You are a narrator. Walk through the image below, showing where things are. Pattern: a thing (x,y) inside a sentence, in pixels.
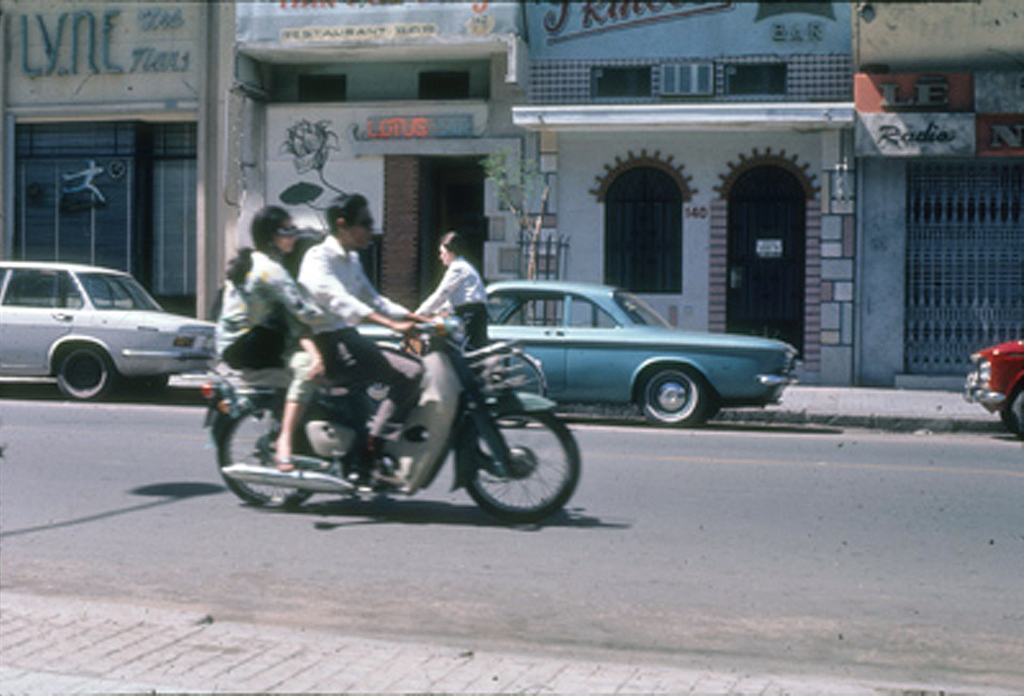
It is a road (595,516) there is a footpath (300,635), to the left side (319,334) on the road (646,511) a man (357,362) is riding a bike (270,378) and two people (306,316) are sitting behind him, on the other side there are some cars (731,398) parked beside the footpath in the background (559,180) there are few buildings (470,176).
